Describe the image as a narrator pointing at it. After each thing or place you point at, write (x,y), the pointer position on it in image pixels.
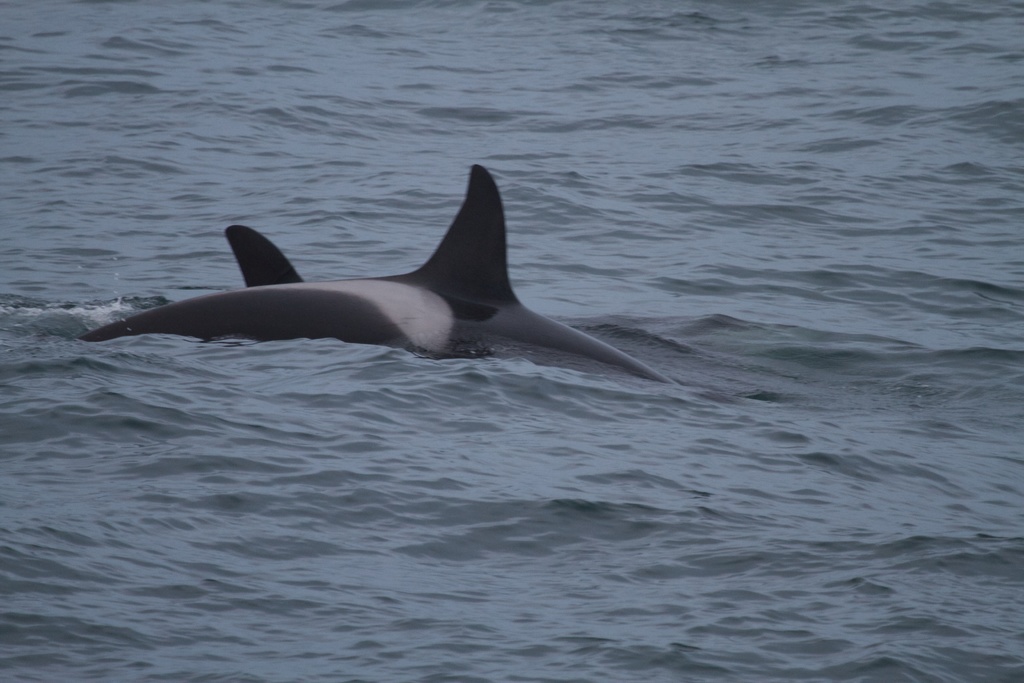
In this image in the center (533,319) there might be orcas (169,323), and at the bottom of the image (502,557) there is a sea (376,146).
